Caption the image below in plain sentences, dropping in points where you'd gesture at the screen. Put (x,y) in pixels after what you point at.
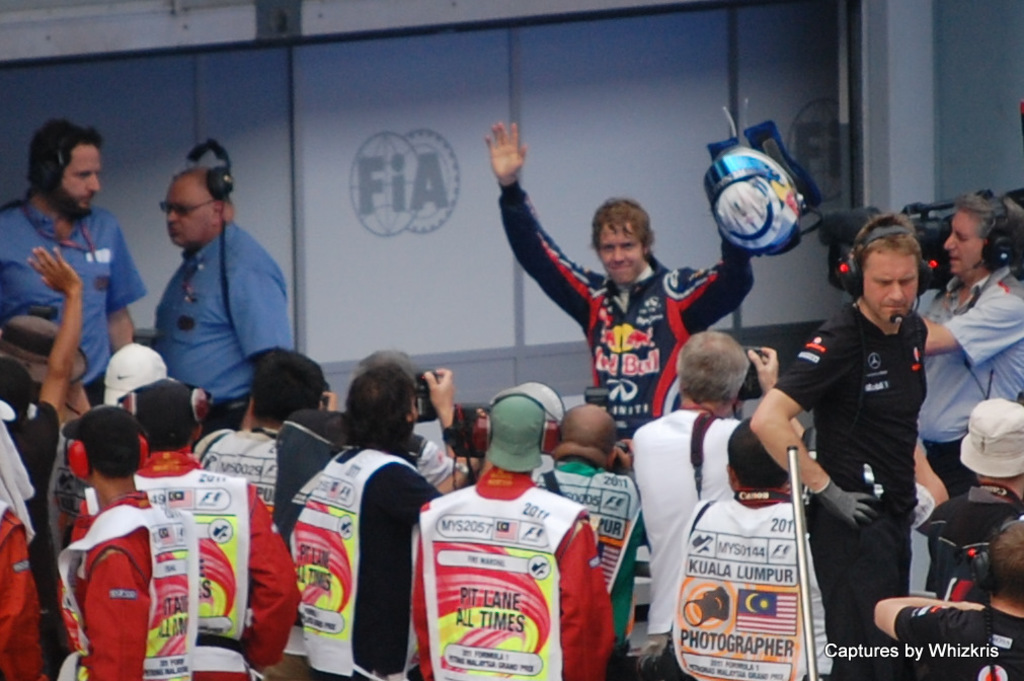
This picture consists of persons (954,502) and some persons (865,288) wearing head phones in the background (532,144) it might be look like a fence (559,115) and on the right side (943,426) I can see a man (980,274) holding a camera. at the bottom (863,652) I can see text (895,650) and rod (807,635).
